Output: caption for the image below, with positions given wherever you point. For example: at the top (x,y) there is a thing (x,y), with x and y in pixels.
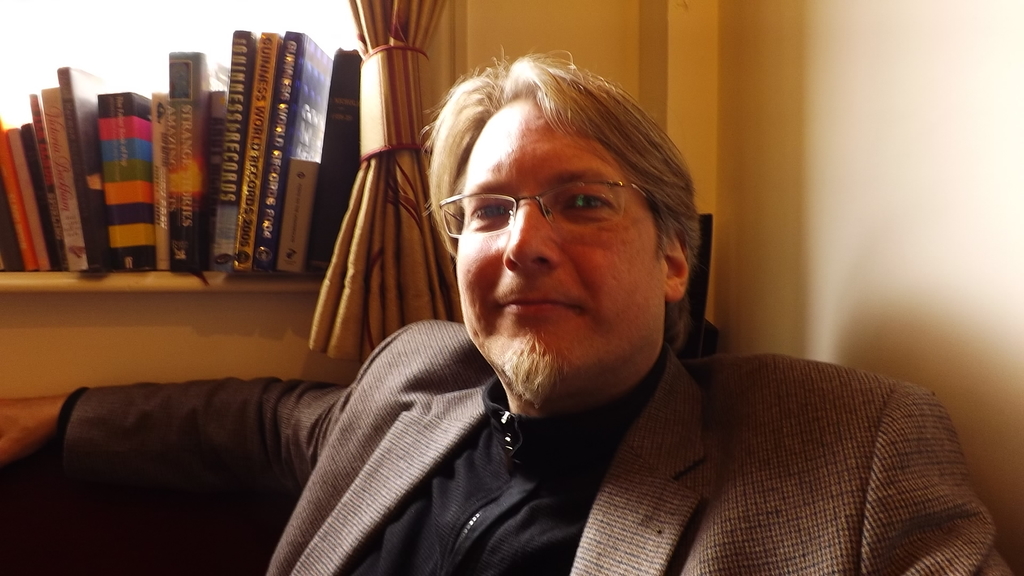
In the image we can see a man (567,537) wearing clothes (602,517), spectacles (585,217) and he is smiling. There are books (228,210) kept on the shelf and the curtains (387,222).
